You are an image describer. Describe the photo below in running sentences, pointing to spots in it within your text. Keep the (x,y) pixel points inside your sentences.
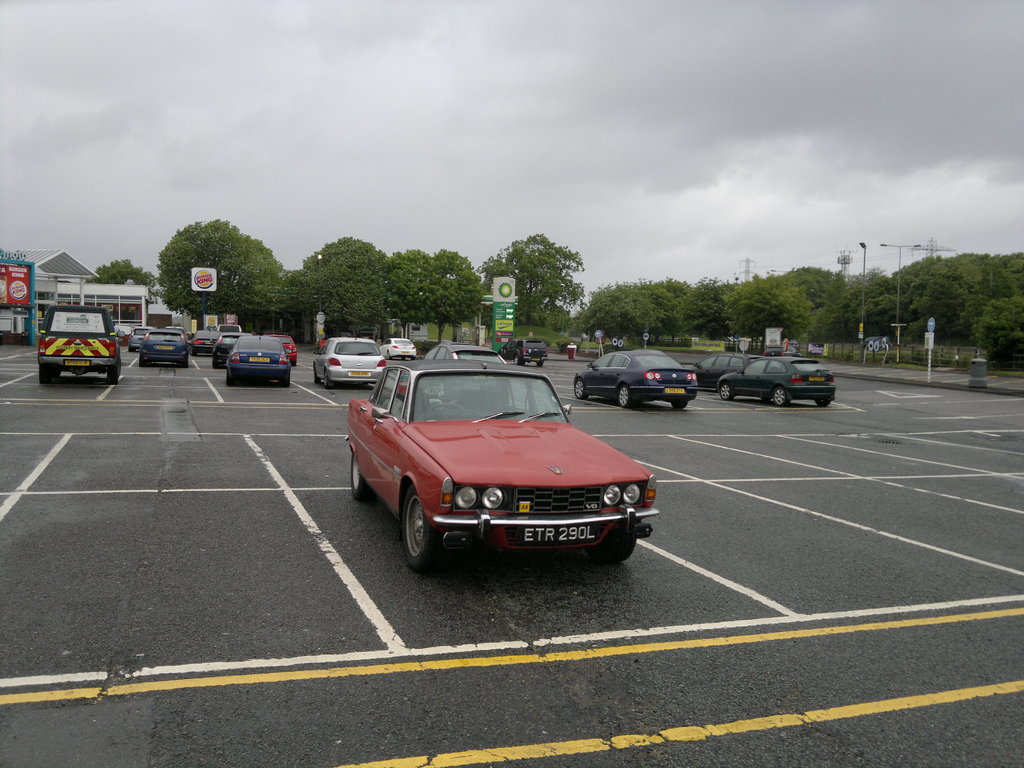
In this picture we can see few cars (536,448) on the road (324,534), in the background (41,257) we can find few stores (106,293), trees (296,300), sign boards (498,289) and hoardings (208,282), and also we can see few poles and towers (930,255).
